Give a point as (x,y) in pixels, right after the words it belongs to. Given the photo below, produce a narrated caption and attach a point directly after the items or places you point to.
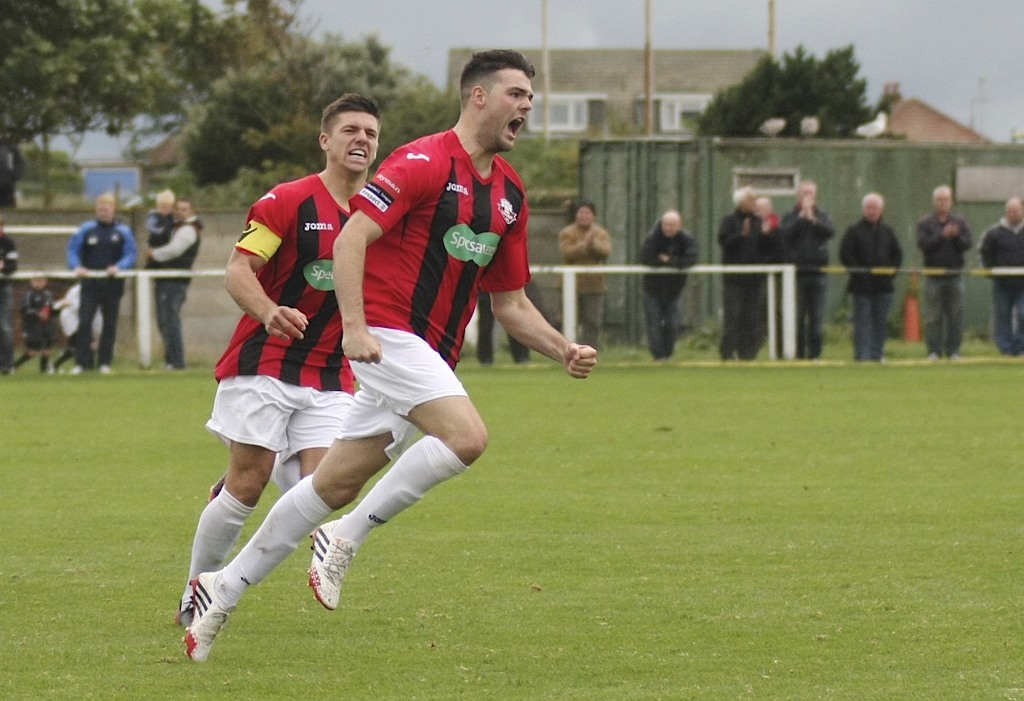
In this picture I can see two men (508,217) are running on the left side (329,351), in the background (1018,278) there are few people (663,299), trees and buildings (662,127). At the top (604,35) there is the sky (566,33).
